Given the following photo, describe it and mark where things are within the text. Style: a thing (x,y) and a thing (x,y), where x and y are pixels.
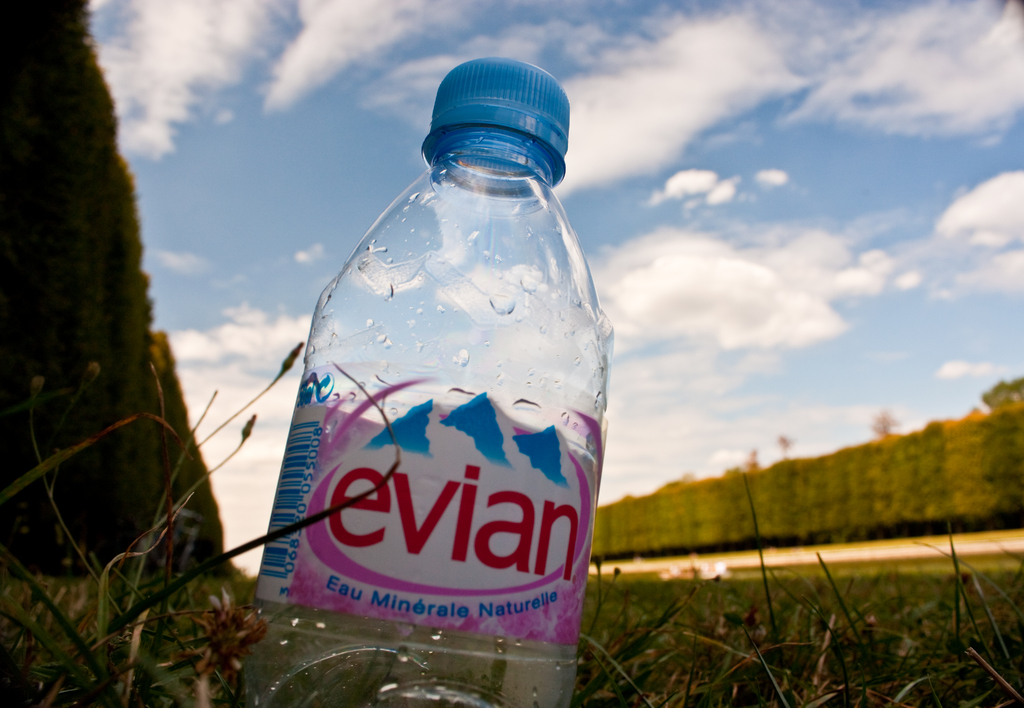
This bottle (502,348) is highlighted in this picture. Sky (929,37) is cloudy. This bottle (520,158) has blue cap (525,99) and sticker (453,497). we can able to see plants (825,505) and grass (827,646).
